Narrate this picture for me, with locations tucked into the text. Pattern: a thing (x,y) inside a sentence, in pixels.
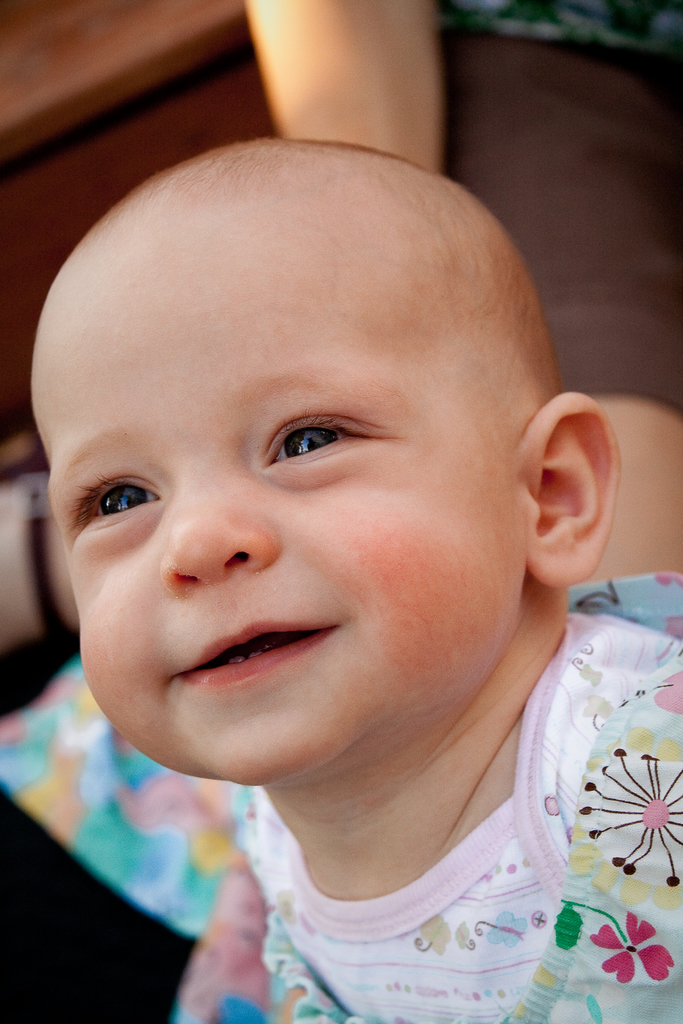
In this picture there is a kid (139,339) smiling. In the background of the image (514,139) it is not clear.
